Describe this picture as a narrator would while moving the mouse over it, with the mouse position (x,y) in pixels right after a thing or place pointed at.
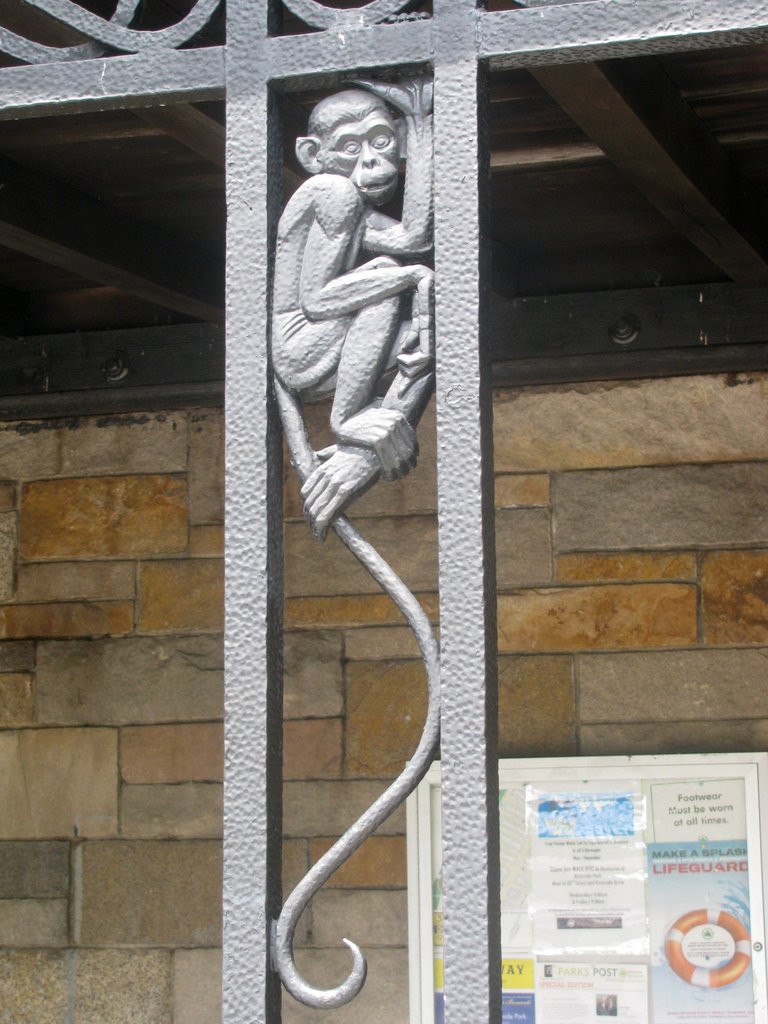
In the image in the center (369,419) we can see one metal fence (394,153). And we can see one monkey sculpture (369,191) in it. In the background (650,611) there is a wall (744,561), roof (528,147) and banner (568,874).
